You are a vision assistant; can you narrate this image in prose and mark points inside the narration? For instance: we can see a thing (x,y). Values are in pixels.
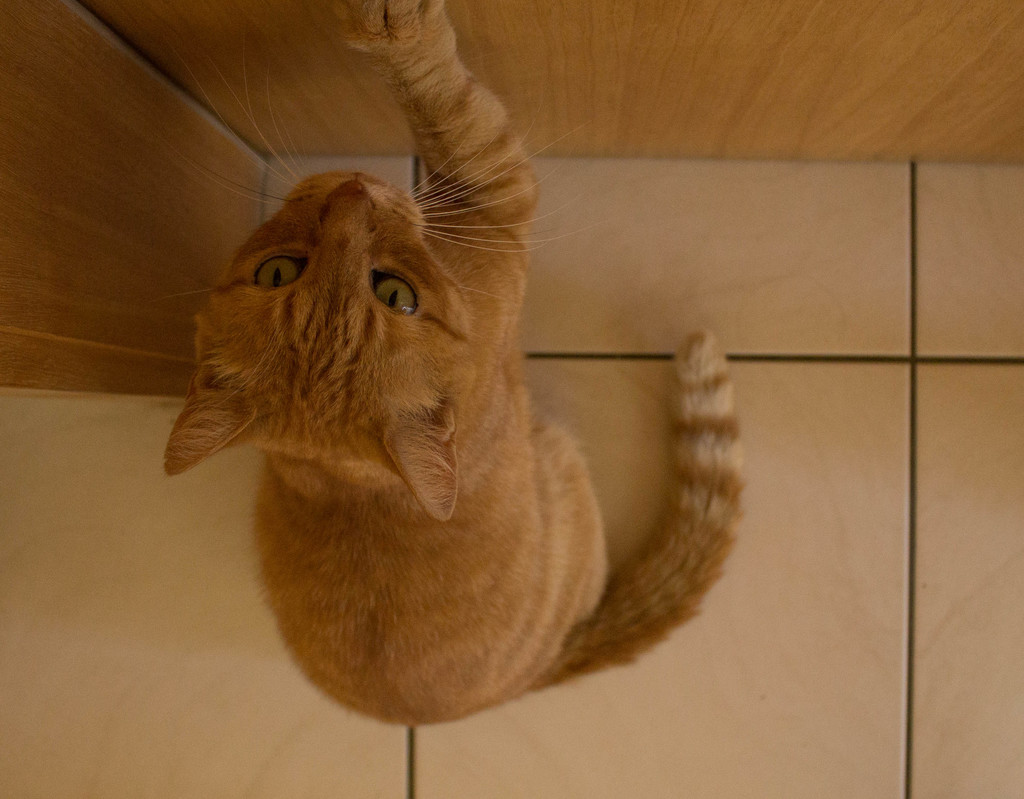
In this picture we can see a cat (575,445) on the floor (833,387).
